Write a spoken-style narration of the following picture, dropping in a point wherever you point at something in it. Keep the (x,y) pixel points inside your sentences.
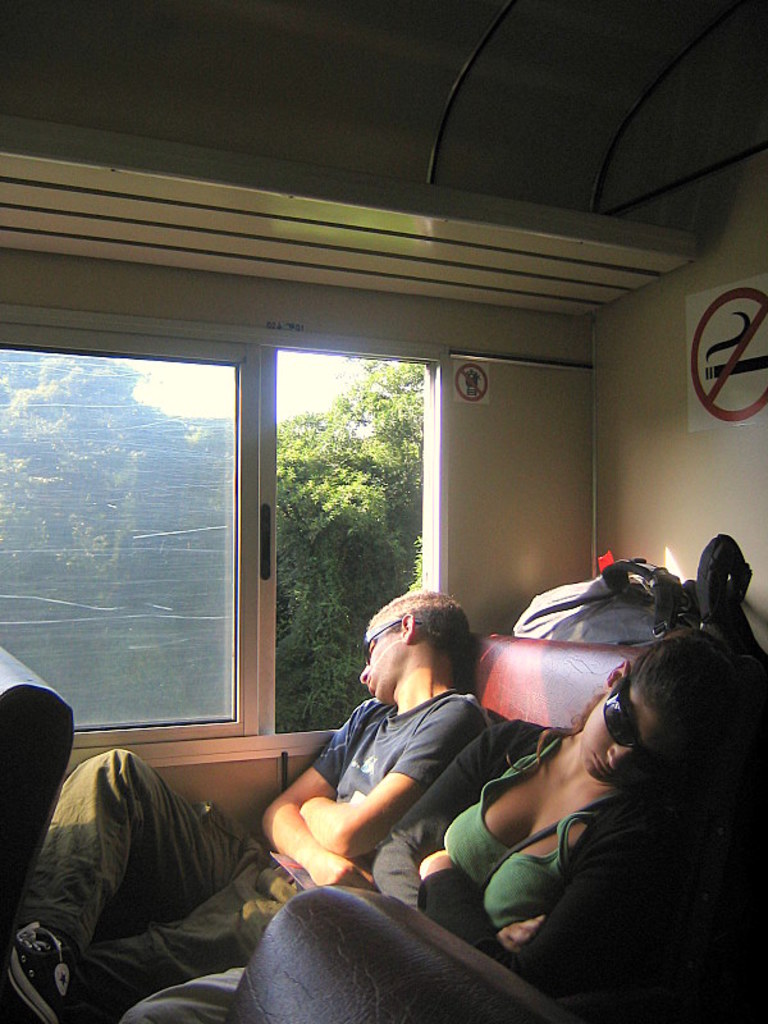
This image is taken in a vehicle (627,320). At the bottom of the image (367,969) there is a seat (315,940). In the middle of the image (378,659) a girl (610,834) and a boy (384,788) are sitting on the seat (523,679) and there is a luggage (634,641) and there is a signboard (716,389). There is a window (183,568) and through the window (228,515) we can see there are a few trees (360,465).
